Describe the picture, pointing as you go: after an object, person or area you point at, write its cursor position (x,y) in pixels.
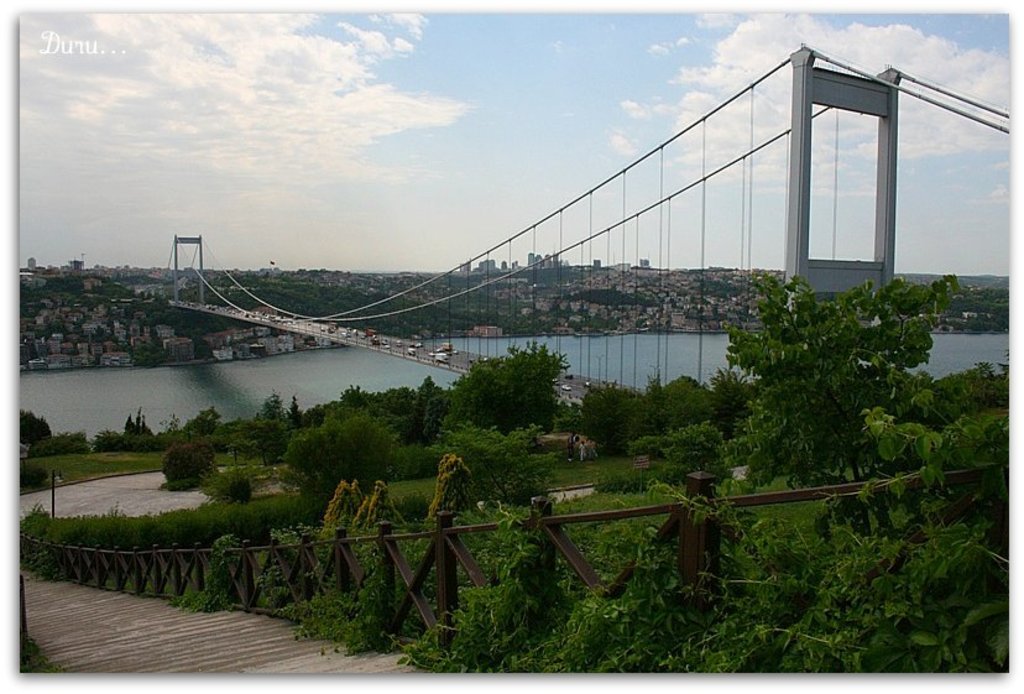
In this picture we can see many cars (438,352) and other vehicles (256,316) on the bridge (284,327). On the bottom (109,570) we can see stairs (116,657) and wooden fencing (590,589). At the bottom right corner (808,649) we can see plants (885,503), grass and trees (879,415). In the center (431,341) we can see river (82,388). In the background (692,305) we can see buildings (712,305), house (655,285), street lights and poles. At the top (434,124) we can see sky (609,54) and clouds (280,136). In the top left corner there is a watermark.
